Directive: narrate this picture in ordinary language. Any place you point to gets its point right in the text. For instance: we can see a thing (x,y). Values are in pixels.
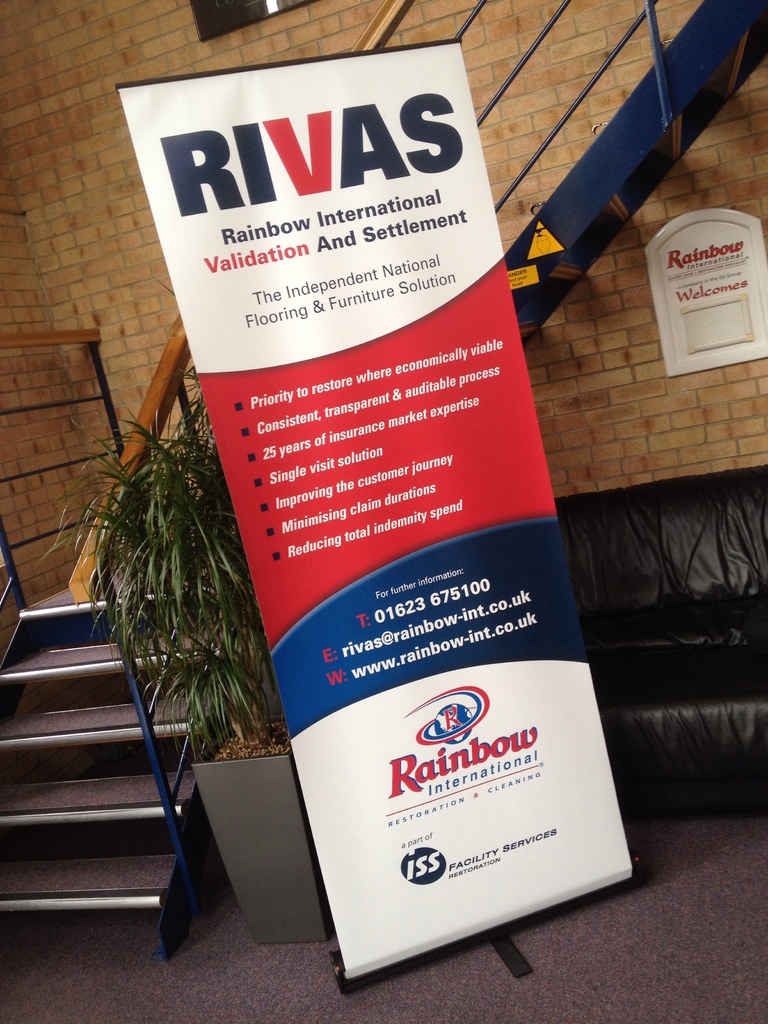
In this image, we can see a banner (435,137) in front of the staircase (588,82). There is plant (196,620) in the middle of the image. There is a sofa (681,599) on the right side of the image (742,614).
